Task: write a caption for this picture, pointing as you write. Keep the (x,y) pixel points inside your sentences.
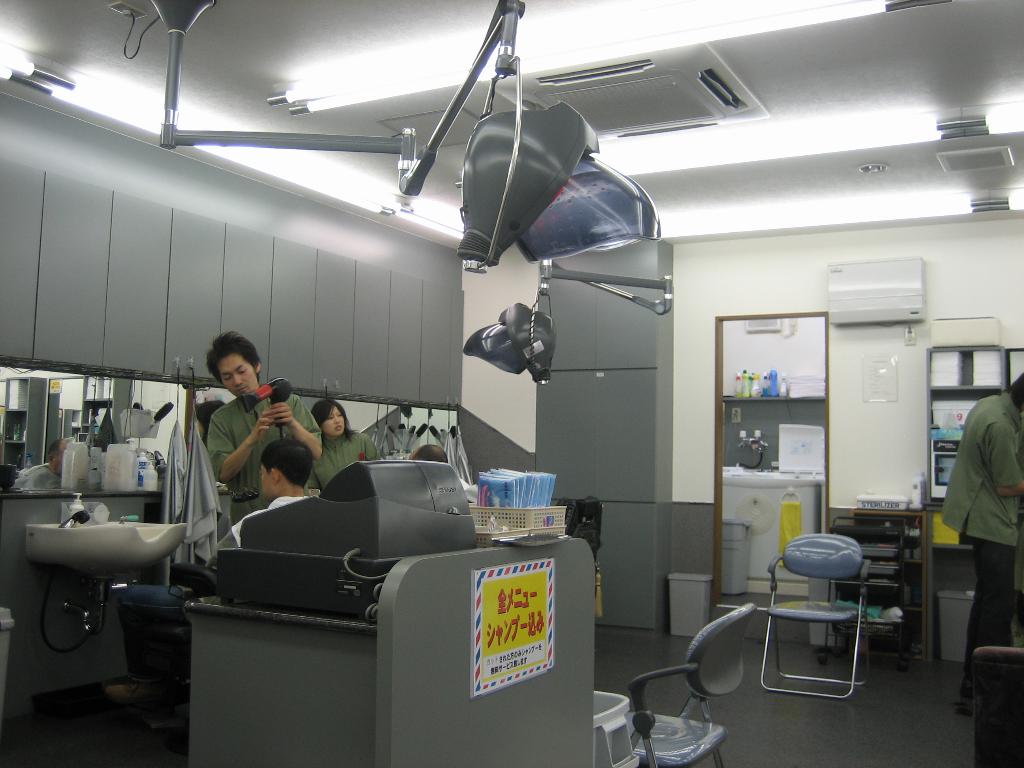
In the image we can see there are people (297,425) who are standing.
